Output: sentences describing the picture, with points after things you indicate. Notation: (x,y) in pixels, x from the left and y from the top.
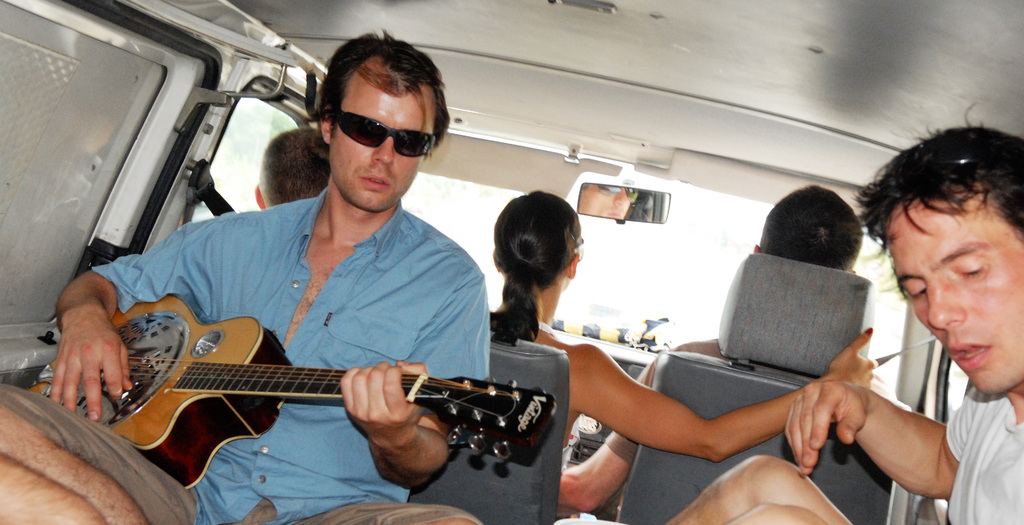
This picture is inside a car (637,370). There are five person (629,382) inside the car (499,350). In the left side (271,251) one person (283,305) wearing blue shirt (281,263) and sunglasses (400,142) is playing guitar (224,399). In the front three people (558,272) are sitting. There is a mirror (619,198) attached to the car (586,251). The person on the right (982,408) wearing a white t shirt (970,454).
